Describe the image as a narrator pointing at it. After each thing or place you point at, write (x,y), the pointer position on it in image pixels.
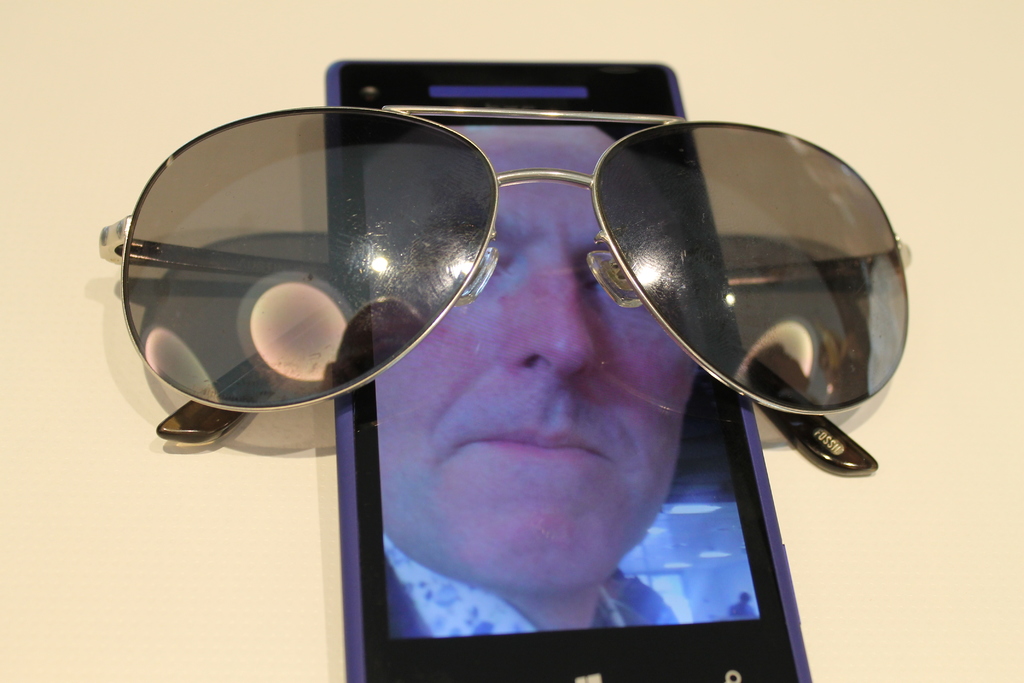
In this image we can see a mobile phone (586,251) with the picture (561,400) of a man (557,372) on its screen (496,391) and the glasses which are placed on the surface (867,549).
